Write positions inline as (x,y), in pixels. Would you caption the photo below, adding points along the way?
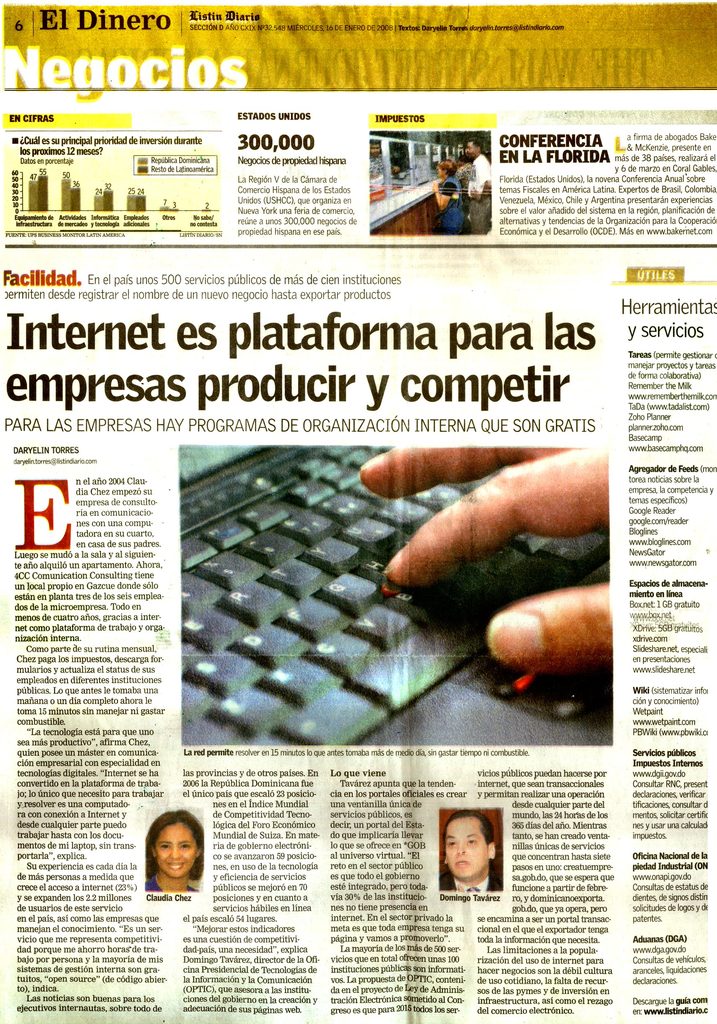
In the picture I can see news article (395,569). On the article (474,648) I can see photos (457,658) of people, keyboard (417,648) and some other objects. I can also see something written on the article (289,563).
